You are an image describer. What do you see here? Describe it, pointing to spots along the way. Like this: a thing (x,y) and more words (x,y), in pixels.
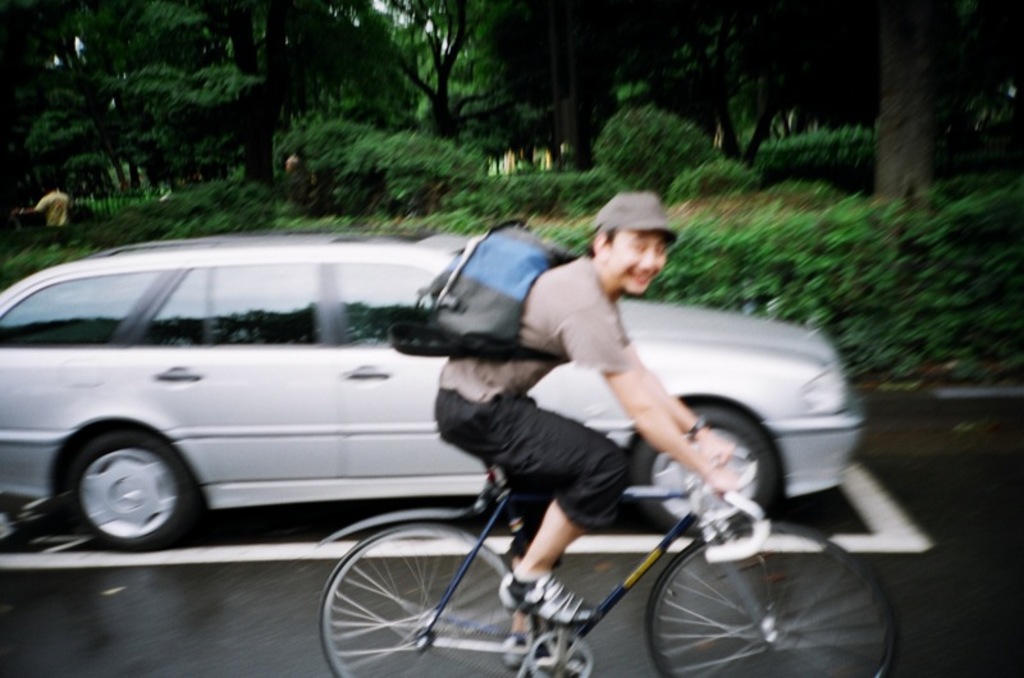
Here is a man (522,412) wearing a backpack bag (530,274), a cap (596,218) and riding bicycle (746,617). This is a silver color car (215,395). At background (66,206) I can see a person (53,212) standing. These are trees (204,83) and small plants (832,259) and bushes (856,214).
